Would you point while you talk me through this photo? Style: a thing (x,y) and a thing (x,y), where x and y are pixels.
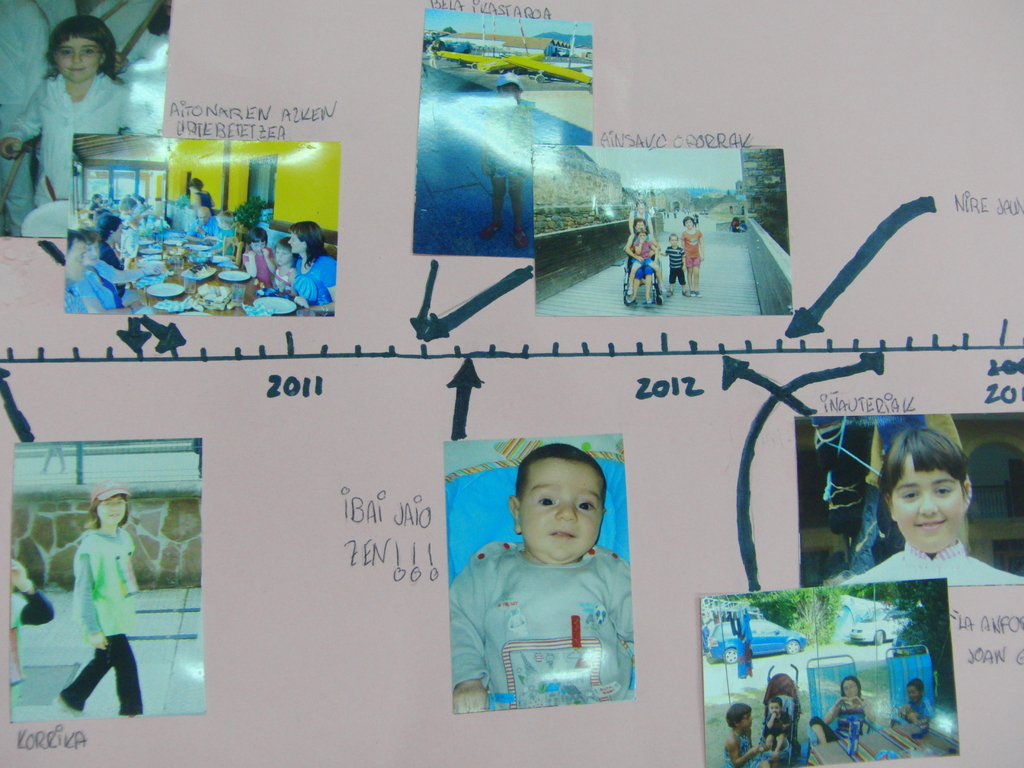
There are photos (198,302) of the persons (62,89) pasted on a board (141,386) on which, there are sketch lines (26,362), texts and numbers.
